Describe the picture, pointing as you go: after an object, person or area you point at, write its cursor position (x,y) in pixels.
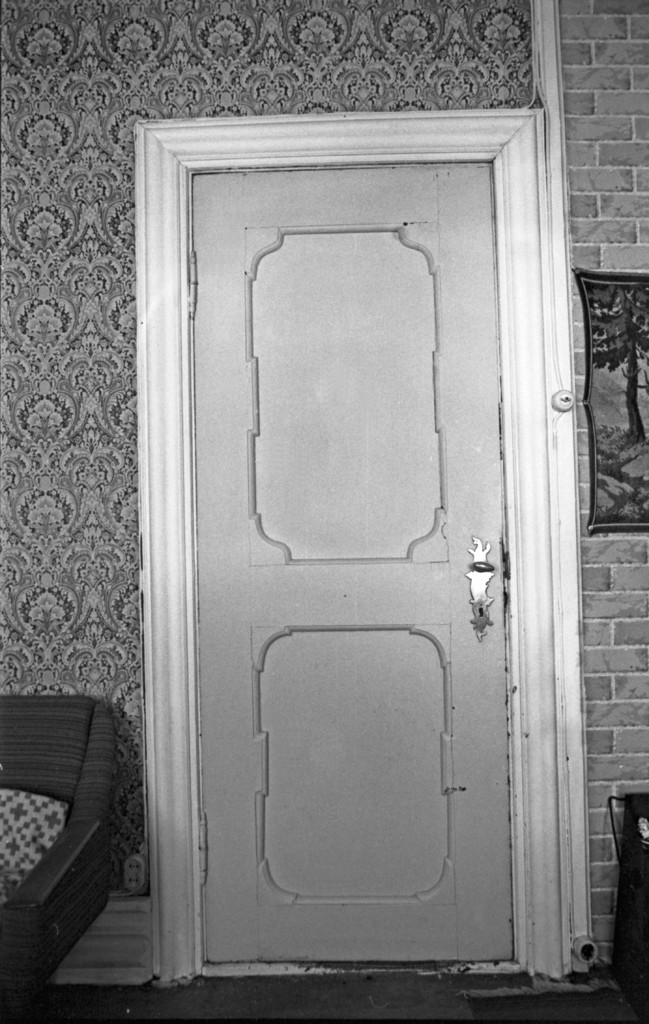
In this image we can see a door (484,563). Also there is a brick wall (584,611). On the wall (616,542) there is a photo frame (612,480). And this is a black and white image.
